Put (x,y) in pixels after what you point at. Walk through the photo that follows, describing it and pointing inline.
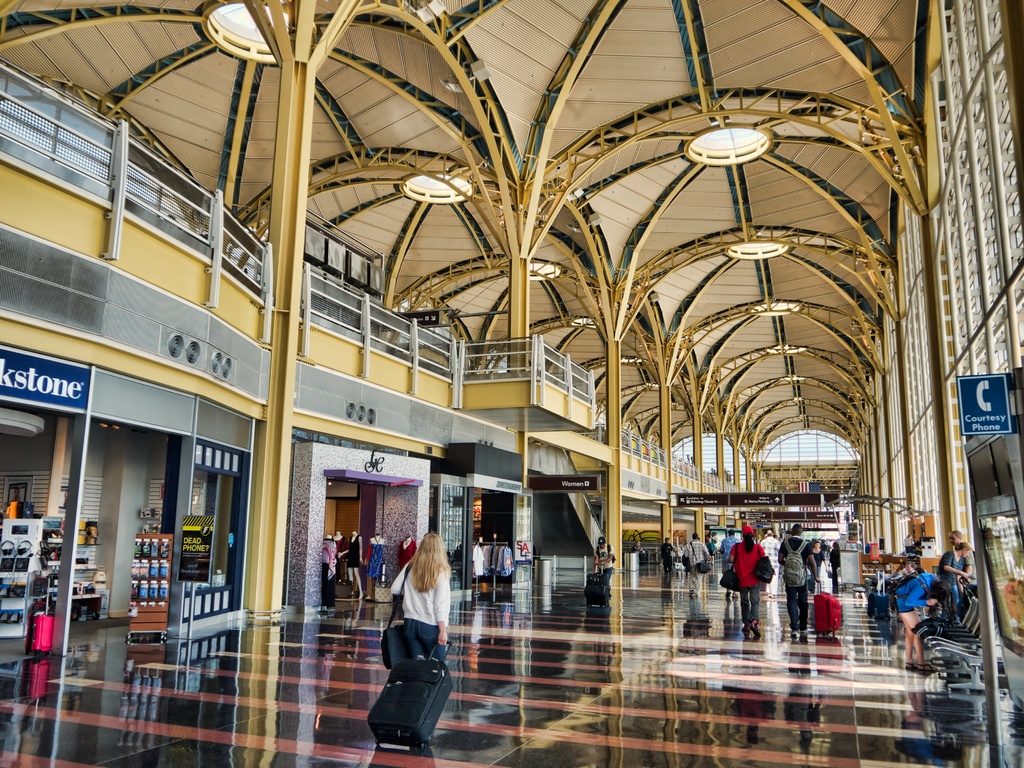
In this image we can see group of people (824,558) wearing bags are standing on the floor (508,598), Some people (426,576) are holding bags (432,678) with their hands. On the left side of the image (145,590) we can see some objects (163,581) placed on racks (30,551), some clothes (328,561) placed on mannequins (358,573) and some shirts (499,559) on hangers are placed on stands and a sign board (89,387) with some text (42,393). On the right side of the image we can see some benches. In the background (835,433), we can see some railings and the roof (692,169).
